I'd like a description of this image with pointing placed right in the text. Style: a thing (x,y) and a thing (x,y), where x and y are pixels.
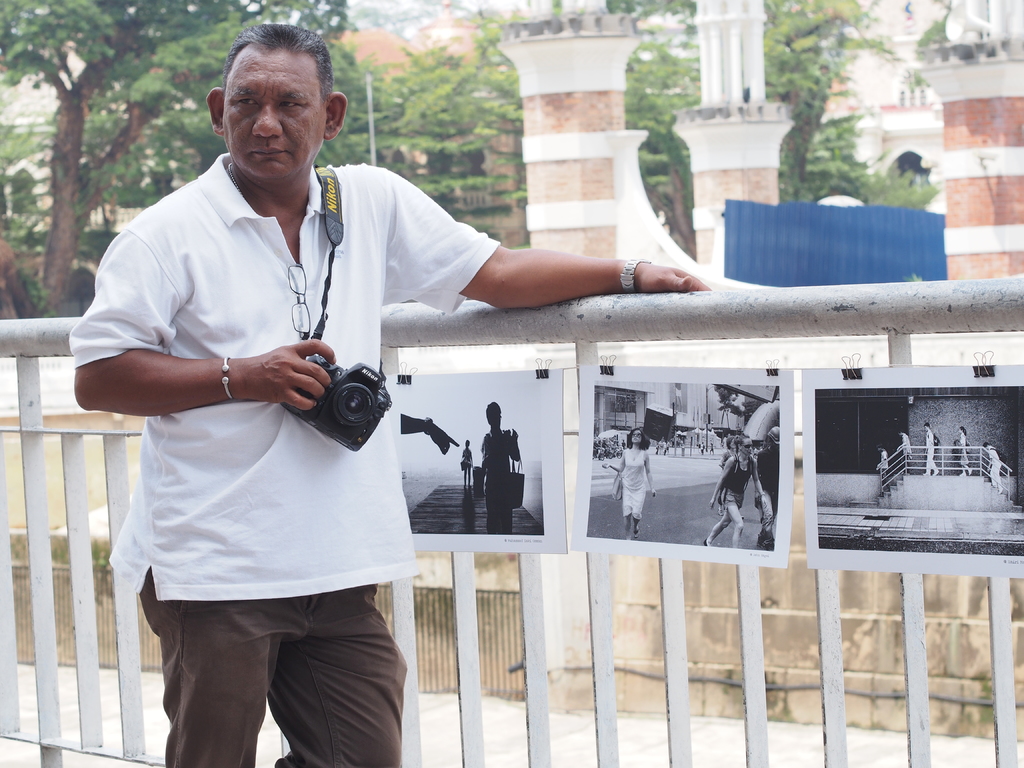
In the picture we can see a man (179,338) standing near the railing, and he is in white T-shirt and holding a camera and behind the railing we can see some walls (563,661) and trees (444,188) and beside it we can see some building (745,163).
